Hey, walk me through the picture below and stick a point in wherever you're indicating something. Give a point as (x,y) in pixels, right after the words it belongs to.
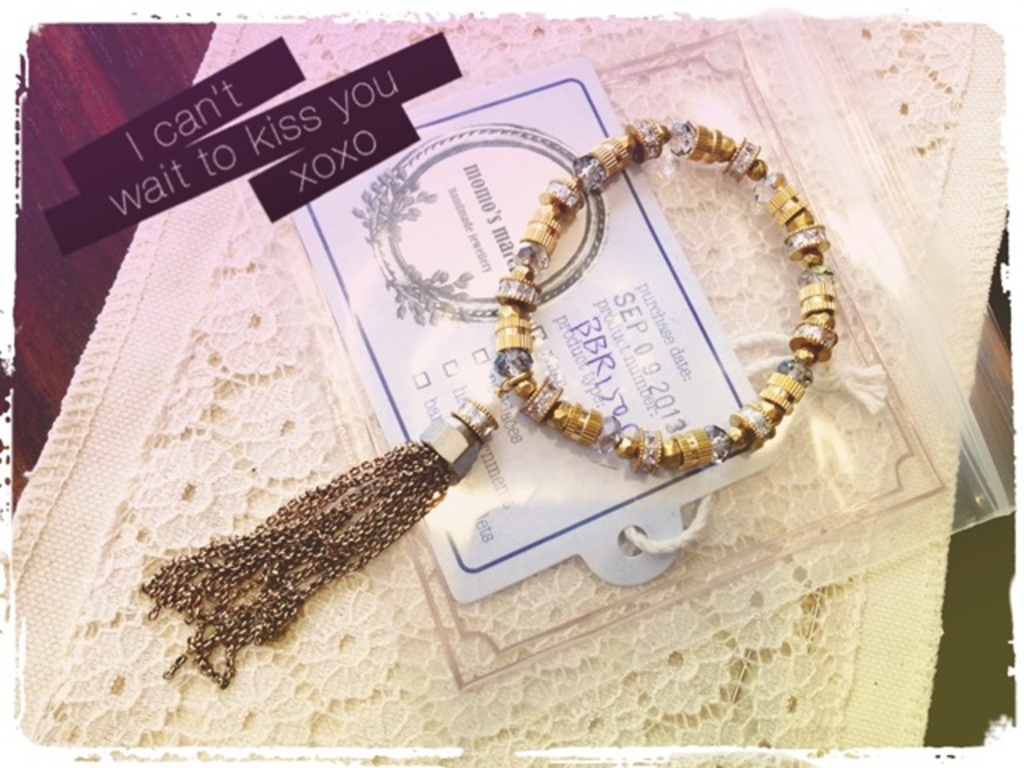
In this picture, we see a brown table (36,150) on which white cloth (224,360), bracelet (532,398) and a plastic cover (768,536) containing white card (739,374) are placed and at the top of the picture (340,122), we see some text (111,233) written on it.
